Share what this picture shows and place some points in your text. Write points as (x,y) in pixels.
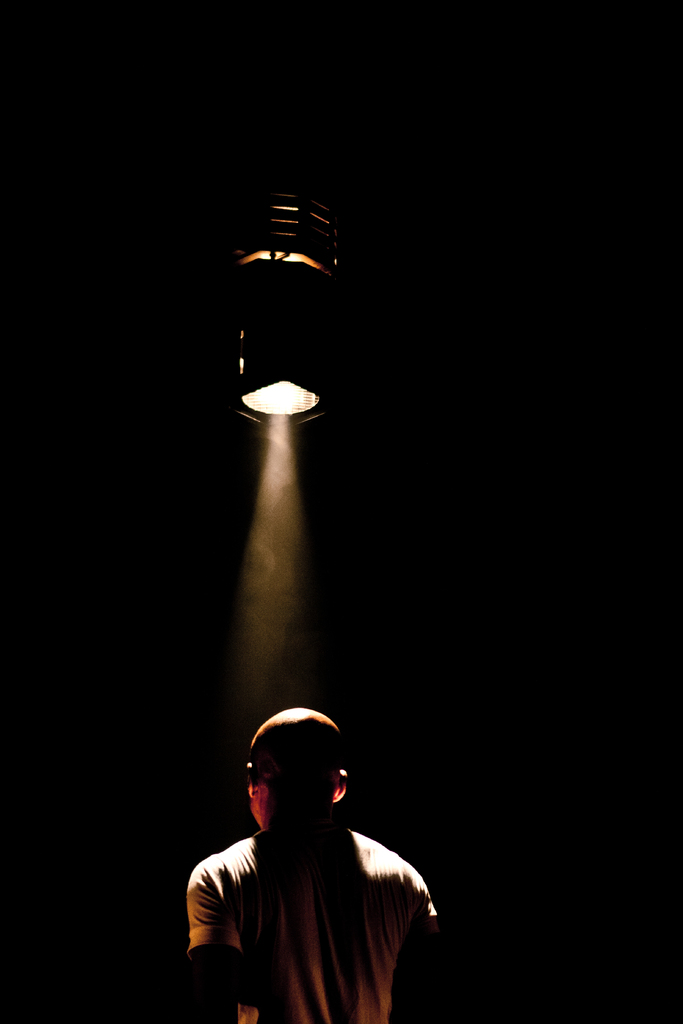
In the image I can see a person (286,860) is standing. In the background (293,403) I can see light (292,383) and the background of the image (39,895) is dark.
